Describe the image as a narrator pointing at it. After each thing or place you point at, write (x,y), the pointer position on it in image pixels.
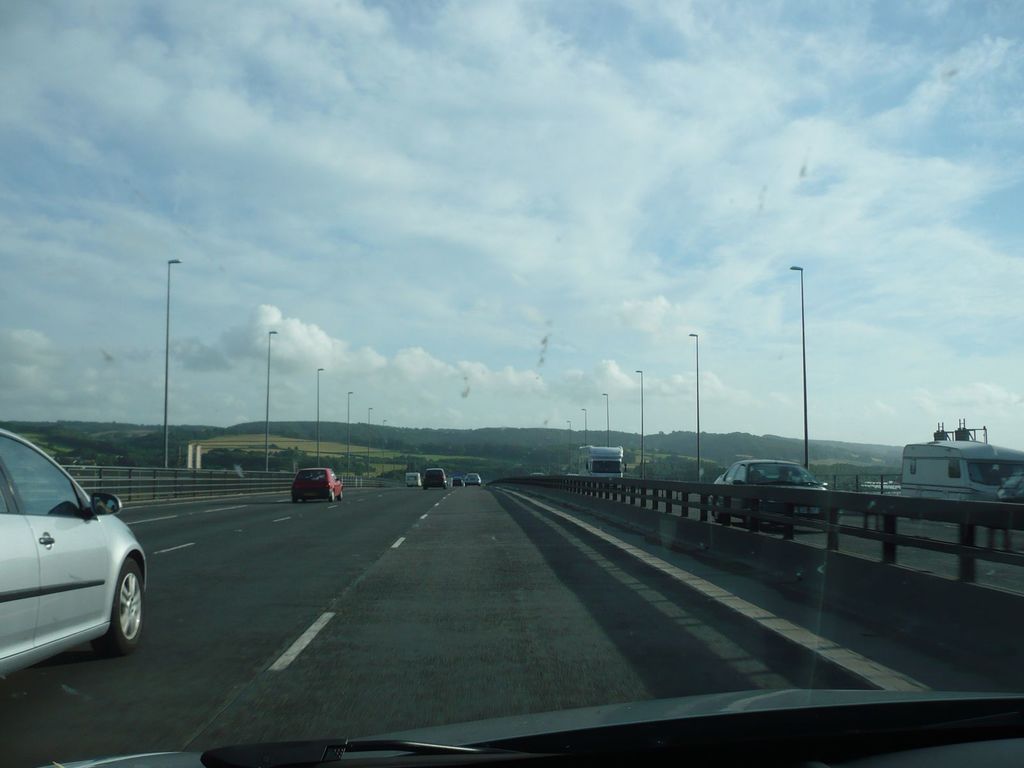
In front of the image there are vehicles (129,554) on the road (307,629). There is a fence (292,479). There are light poles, trees (669,438), mountains (501,445). At the top of the image (633,98) there are clouds (722,160) in the sky (798,156).
